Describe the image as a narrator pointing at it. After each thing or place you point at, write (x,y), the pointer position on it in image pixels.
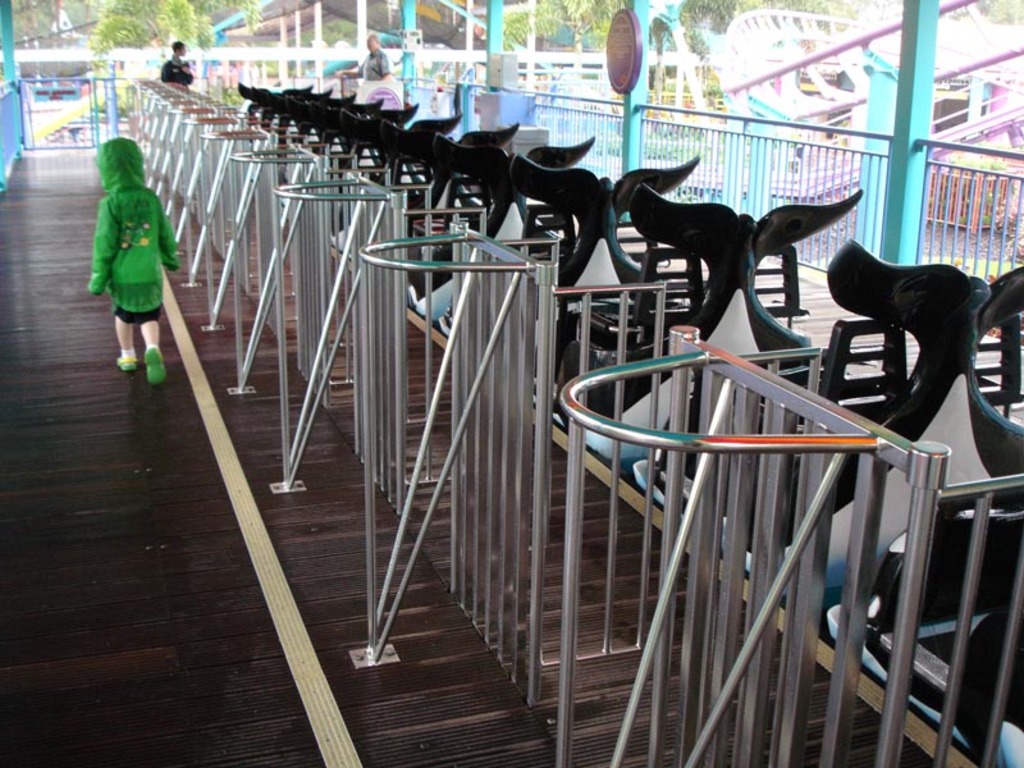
In this image on the left side (152,189) we can see a person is walking on the floor (181,553) and we can see stands (458,505). On the right side (829,587) we can see an amusement ride (325,104) and fence (811,253). In the background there are two persons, trees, poles (493,12) and amusement rides (854,113).
